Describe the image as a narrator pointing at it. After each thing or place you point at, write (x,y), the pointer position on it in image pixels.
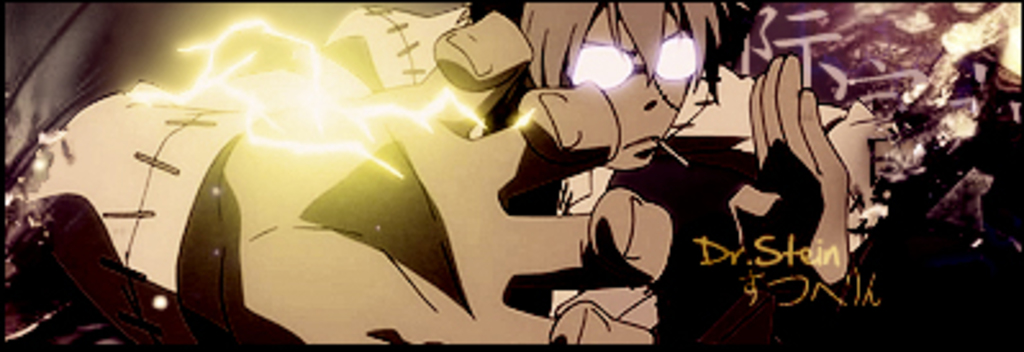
In this image there is a cartoon picture (552,207) and there is some text (839,302) on the right side of the image (705,240).
